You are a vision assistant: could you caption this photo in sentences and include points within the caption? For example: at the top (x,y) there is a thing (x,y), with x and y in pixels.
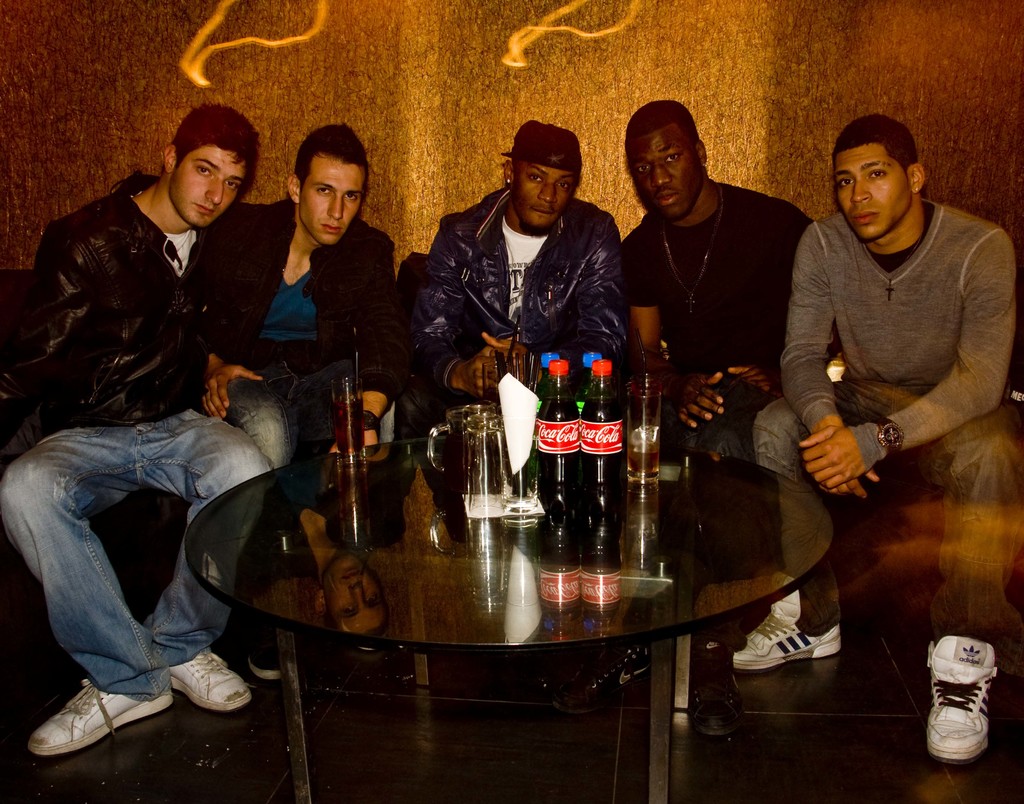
In this picture we can see a jug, few bottles (575,447) and a tissue (521,454) in the stand (518,484). Three objects (561,495) are kept on a round table (423,622). There are a few men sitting from left to right. We can see a wall (446,98) in the background (492,99).
